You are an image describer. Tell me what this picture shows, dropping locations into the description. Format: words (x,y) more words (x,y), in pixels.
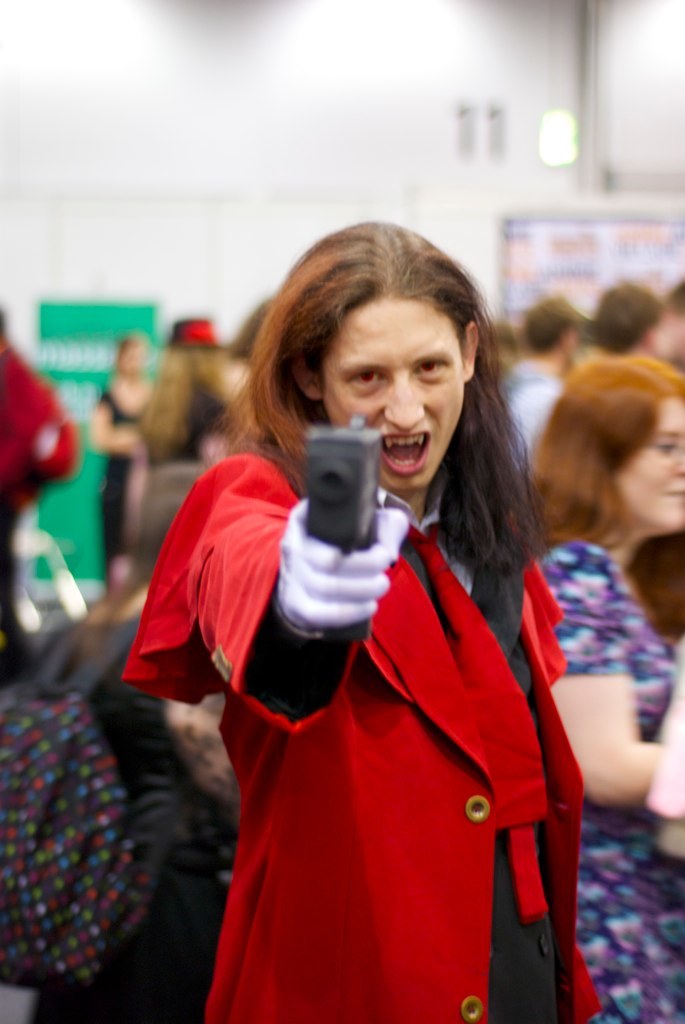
In this picture we can see a woman (289,740) holding a gun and in the background (580,325) we can see a group of people (573,336), posters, light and wall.
